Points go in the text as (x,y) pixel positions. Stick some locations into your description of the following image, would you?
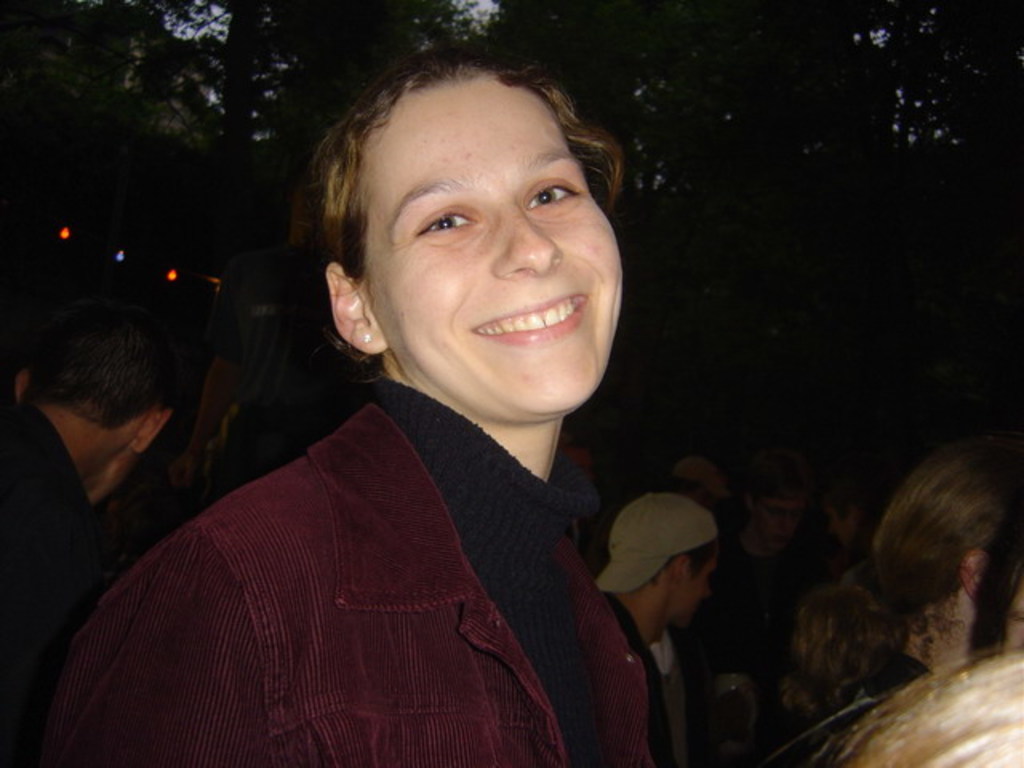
In the picture we can see a woman (374,181) standing she is wearing a blazer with black T-shirt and she is smiling and behind them, we can see some people (32,614) standing and we can also see some trees (208,193).
